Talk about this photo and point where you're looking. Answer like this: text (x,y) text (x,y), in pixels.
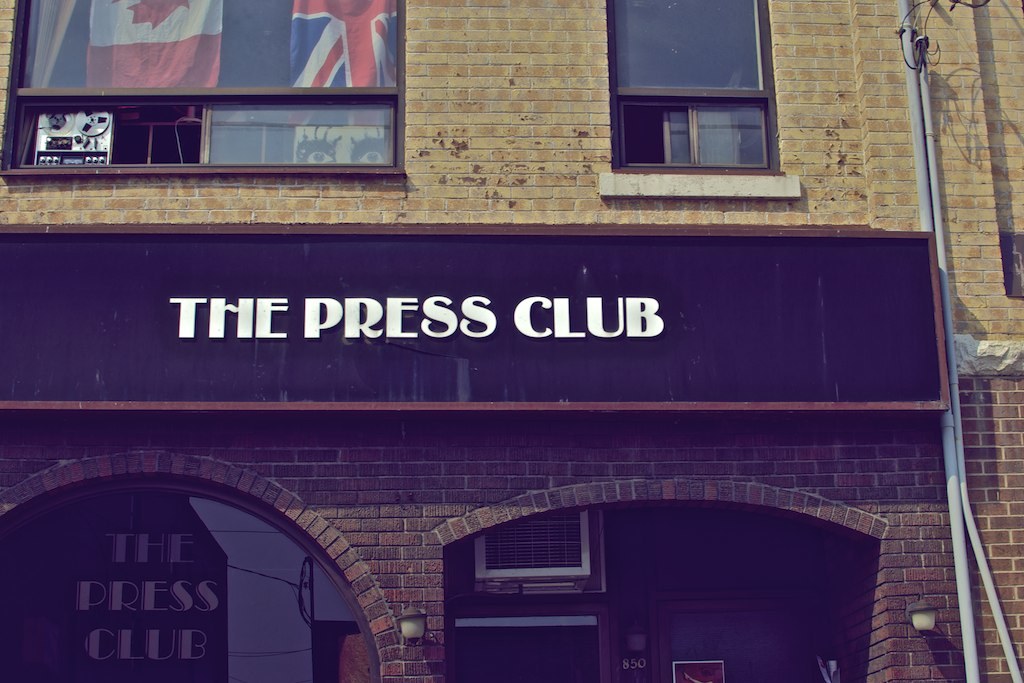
In this picture we can see a name board (573,384), flags (212,42), windows (712,73), lamps (406,636), wall (401,593) and some objects (928,83).
